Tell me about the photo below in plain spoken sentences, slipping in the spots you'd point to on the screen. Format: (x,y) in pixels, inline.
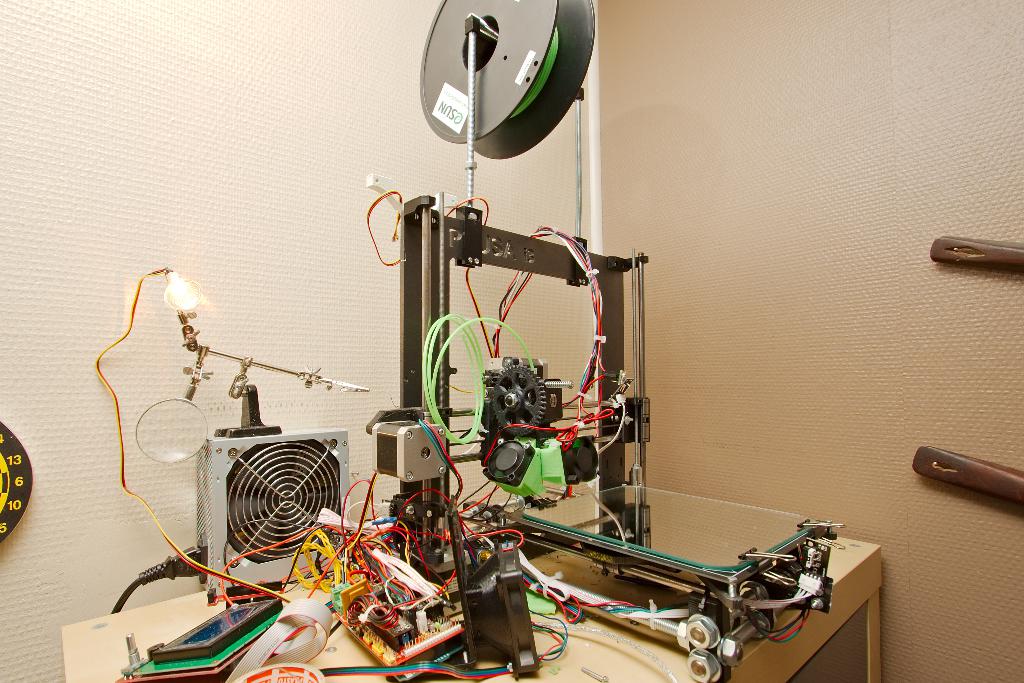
In the center of the image (535,406) we can see an electrical equipment (462,511) placed on the table (762,658). In the background (701,229) there is a wall (842,160).
